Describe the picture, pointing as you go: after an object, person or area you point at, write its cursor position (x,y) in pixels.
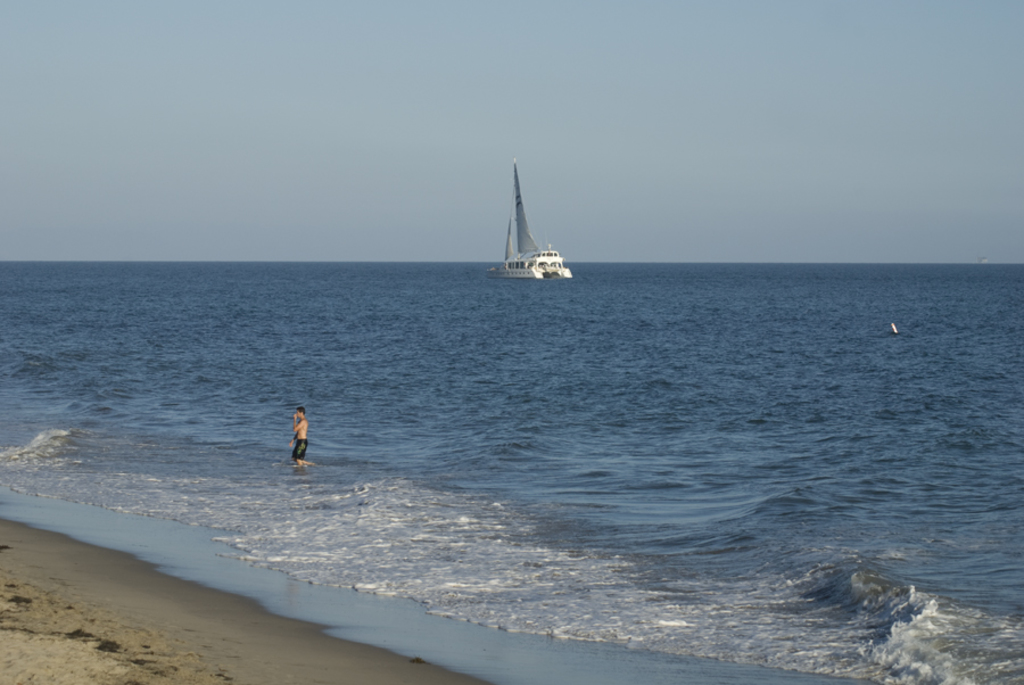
In this picture there is a man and we can see ship (515,177) above the water (564,347) and sand (260,635). In the background of the image (191,104) we can see the sky (397,79).
